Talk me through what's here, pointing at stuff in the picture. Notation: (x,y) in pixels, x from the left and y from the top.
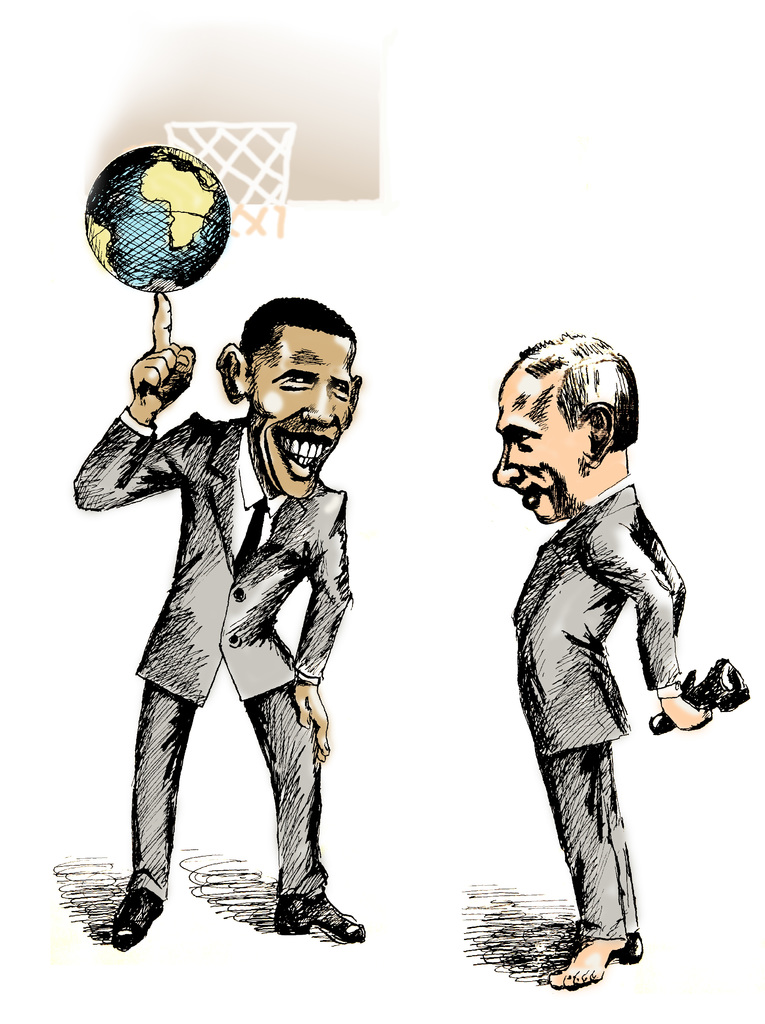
In this image we can see drawings (300,709) of two men (303,662) and the left side man (306,408) is carrying globe (189,221) on his finger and the right side man (632,485) is holding an object (727,669) in the hands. In the background (334,209) we can see basketball ring (243,130) and the image is white in color.
